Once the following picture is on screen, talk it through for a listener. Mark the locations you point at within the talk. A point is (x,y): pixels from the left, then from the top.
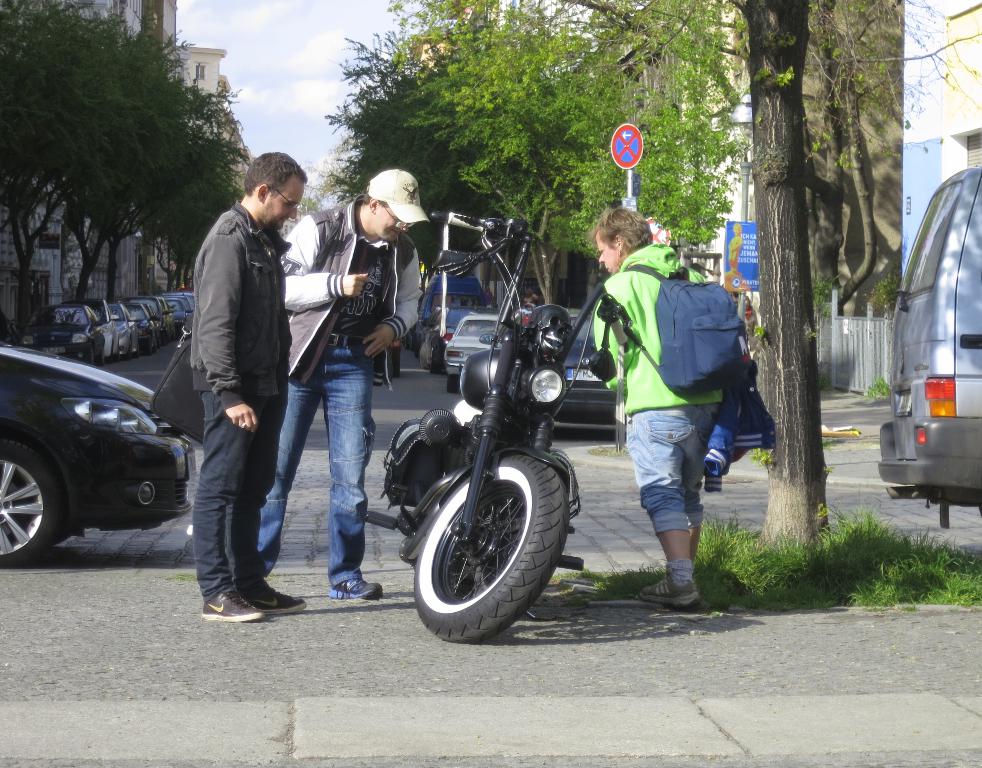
In this image we can see there are persons (302,327) standing on the road (367,564). And on the road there are grass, Motorcycle (435,438), Cars (454,284) and board (748,245). And there are trees (386,101), Buildings (165,23) and at the top (295,79) there is a sky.
